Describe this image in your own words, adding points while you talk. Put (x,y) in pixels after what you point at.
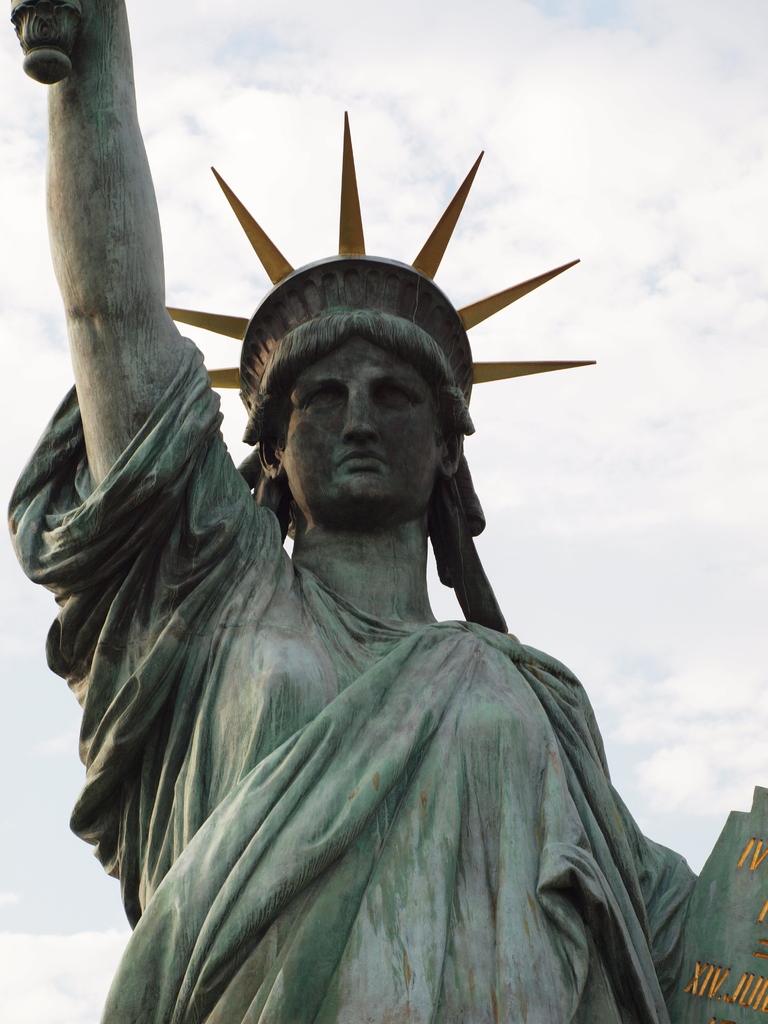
In this picture we can see a statue (475,672), in the background (669,176) we can see clouds (618,336).
